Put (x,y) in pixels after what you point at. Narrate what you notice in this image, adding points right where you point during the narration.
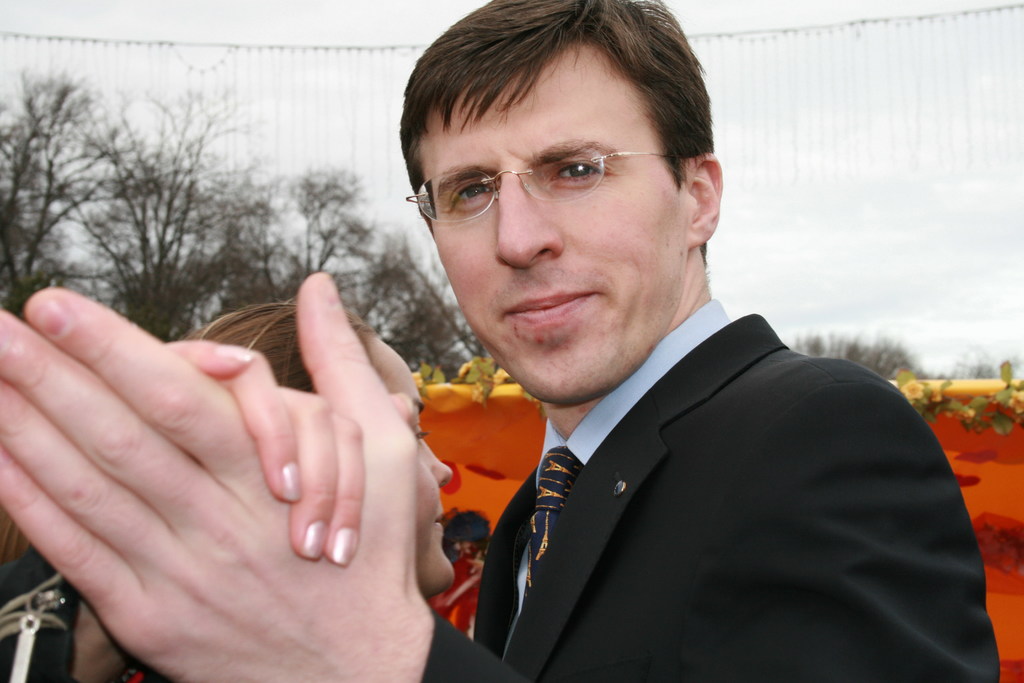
I can see the man (616,298) and woman (275,345) standing. He wore a shirt (592,434), tie (577,460), and suit (700,539). These are the trees (295,284). I think these are the flowers (980,410) with leaves (988,401). This looks like a cloth (493,453).
